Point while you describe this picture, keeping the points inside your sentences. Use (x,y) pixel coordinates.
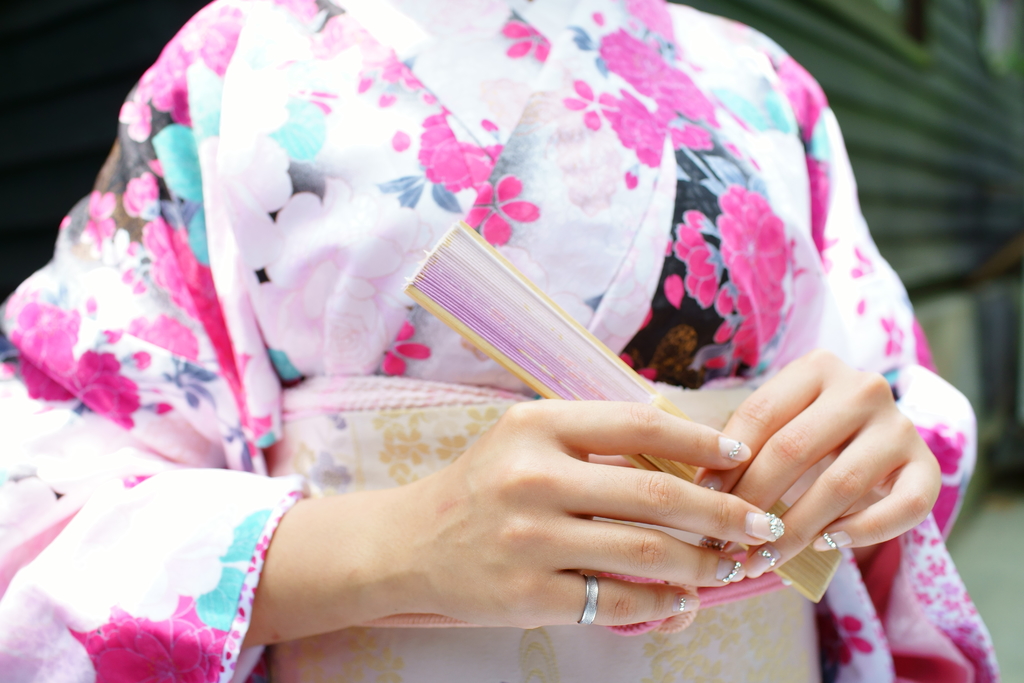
In this image we can see a woman (669,337) standing holding an object (508,359).
